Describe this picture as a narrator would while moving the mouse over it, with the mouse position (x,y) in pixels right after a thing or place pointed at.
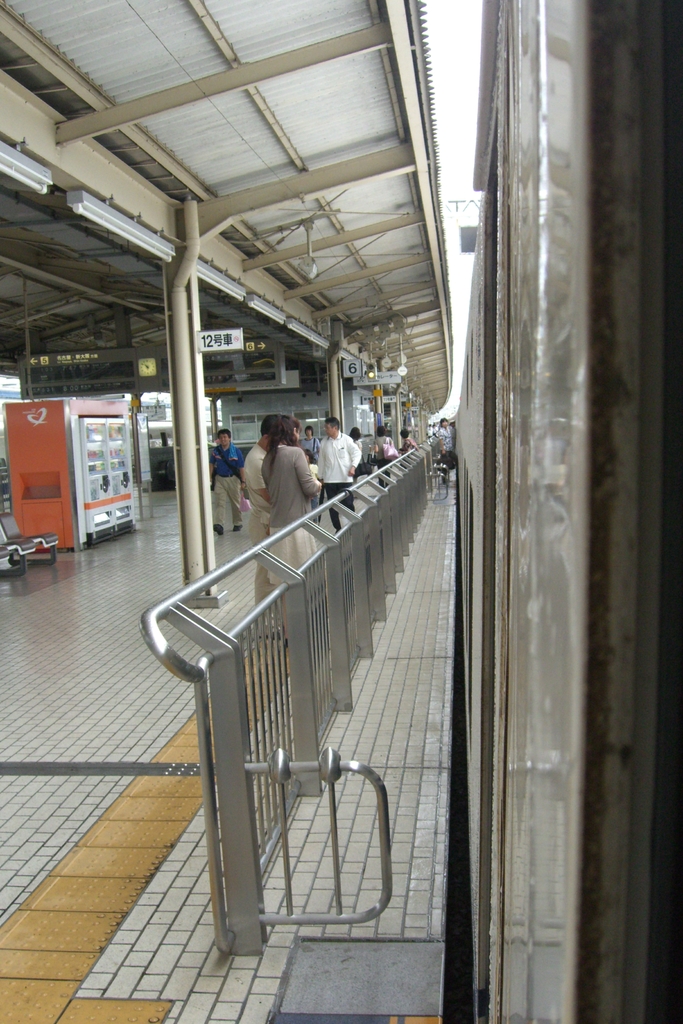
In the center of the image (309,524) there is a metal fencing (257,930). There are people (239,524) walking on the path (112,632). At the top of the image (271,236) there is a shed (448,358). There are stalls (35,527) to the left side of the image (59,521). There are benches (21,542).
